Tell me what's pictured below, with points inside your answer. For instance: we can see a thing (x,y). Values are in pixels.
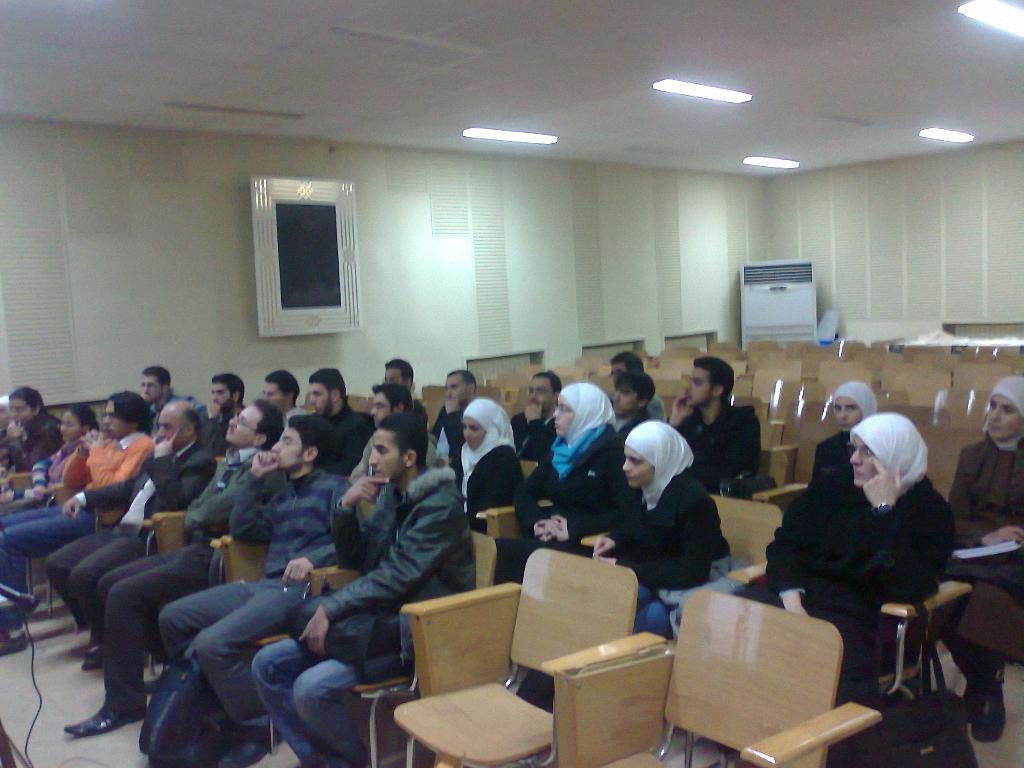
This image is taken inside a room (883,208) and there are many people (302,716) in this room (629,450), sitting on the chairs (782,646) and there are few empty chairs (870,386). At the bottom of the image (52,688) there is a floor (70,742). In the background (639,289) there is a wall (371,267) with frame (329,259) on it. At the top of the image (974,78) there is a ceiling (685,106) with lights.
